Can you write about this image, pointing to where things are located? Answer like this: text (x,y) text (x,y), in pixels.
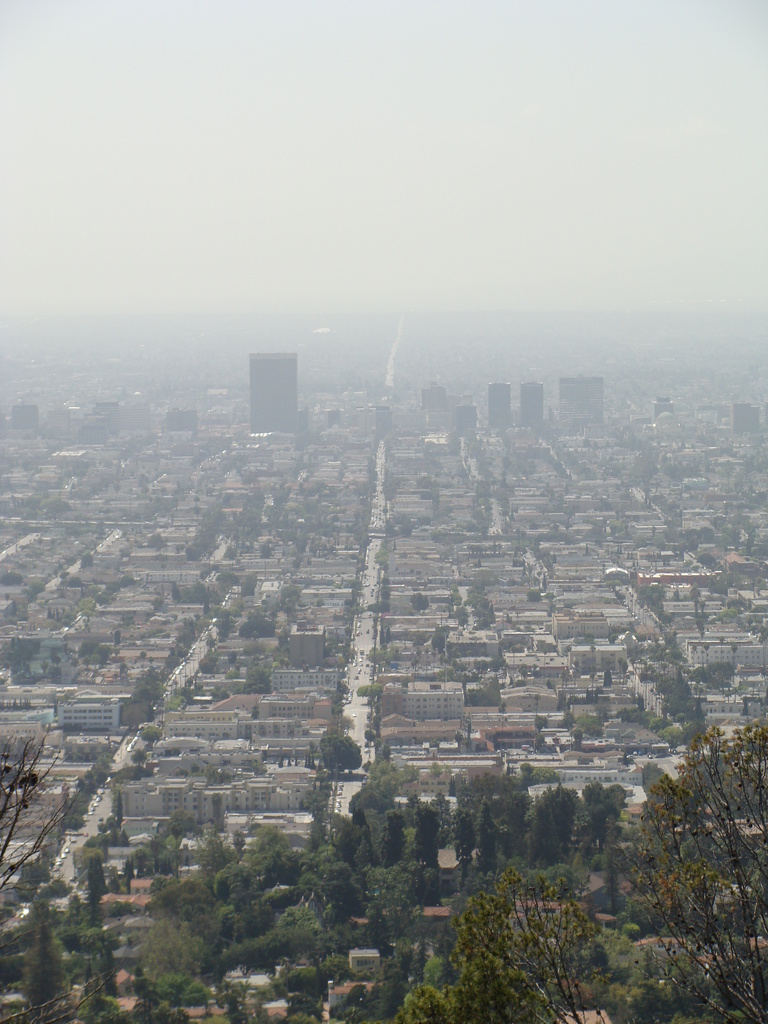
This image is taken outdoors. At the top of the image (295,192) there is the sky (443,177). In the middle of the image (430,621) there are many buildings (191,782) and houses (150,611) on the ground (308,366). There is a skyscraper (268,407). There are many trees (298,892) and plants (669,979) on the ground (268,343). many vehicles (182,664) are moving on the road (182,681).
